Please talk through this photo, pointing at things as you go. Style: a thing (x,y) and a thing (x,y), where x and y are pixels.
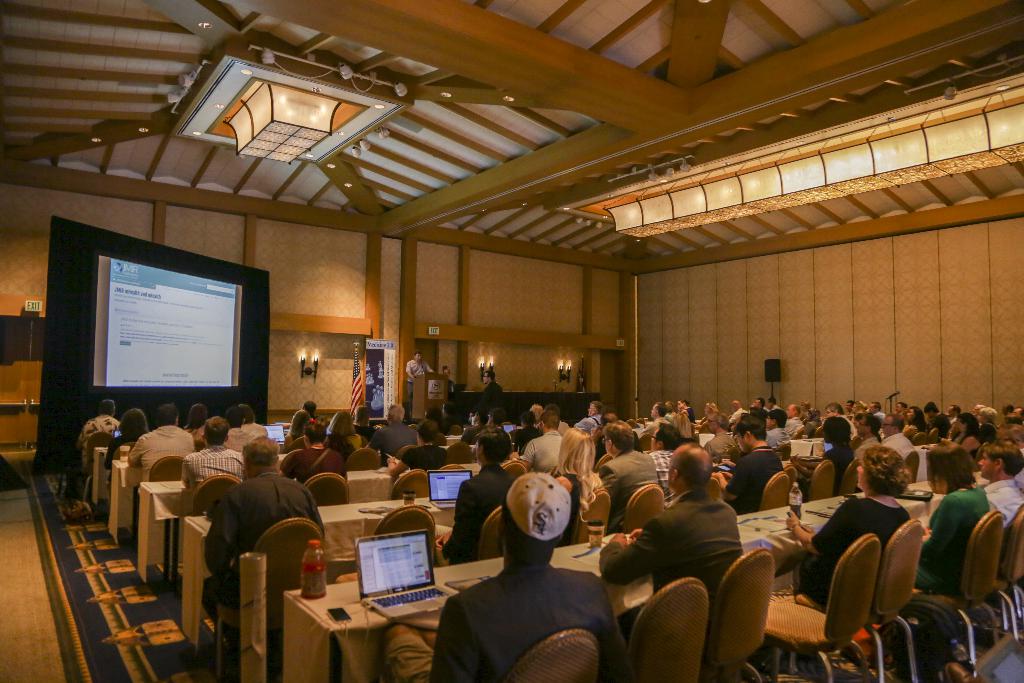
There are few persons (547,511) sitting on the chairs (640,644) at the tables (353,496) and on the tables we can see bottles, laptops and other objects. In the background (215,374) there is a screen (115,348), lights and objects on the wall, hoarding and a person (424,366) is standing at the podium (433,386) and on the right side (780,365) we can see a speaker (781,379) on a stand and a mic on another stand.
